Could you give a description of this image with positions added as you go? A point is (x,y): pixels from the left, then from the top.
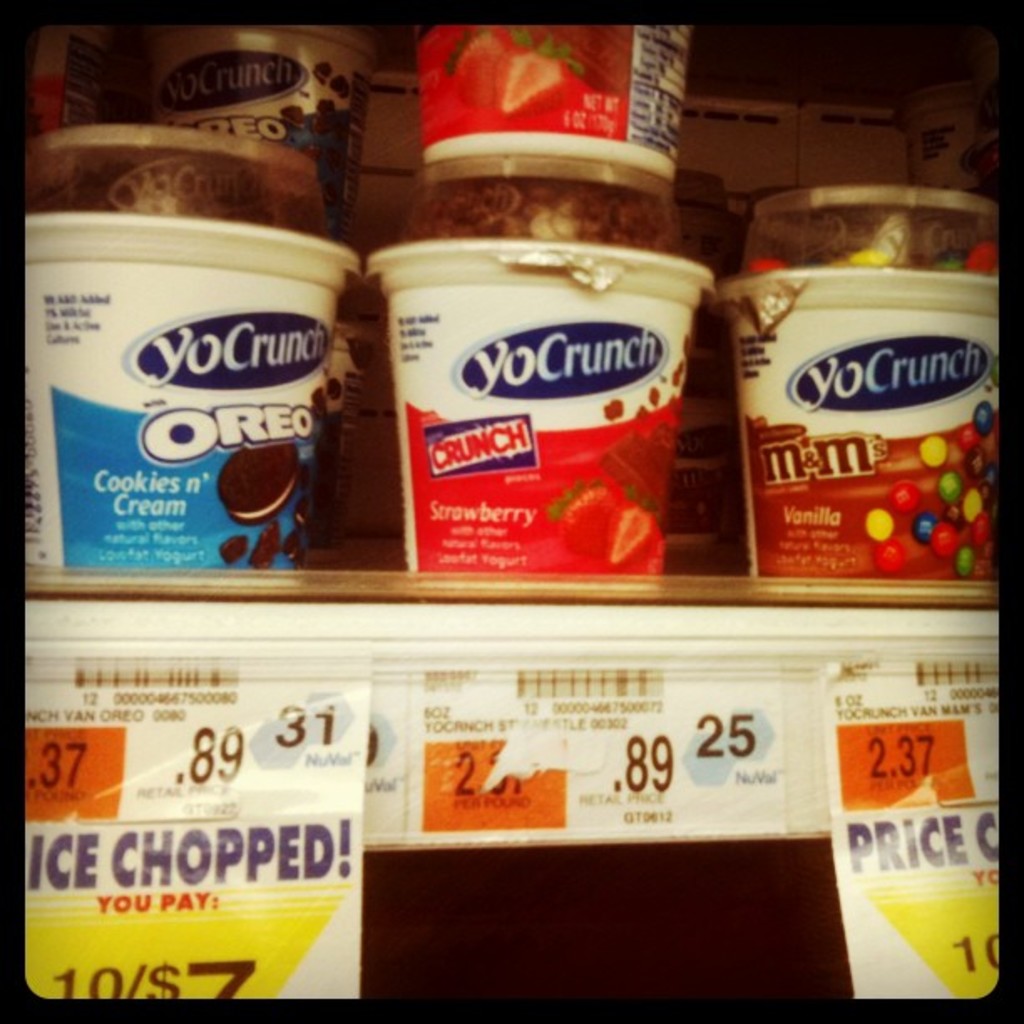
In this image, we can see some cups (302,536). There are labels (306,726) at the bottom of the image (506,707).
